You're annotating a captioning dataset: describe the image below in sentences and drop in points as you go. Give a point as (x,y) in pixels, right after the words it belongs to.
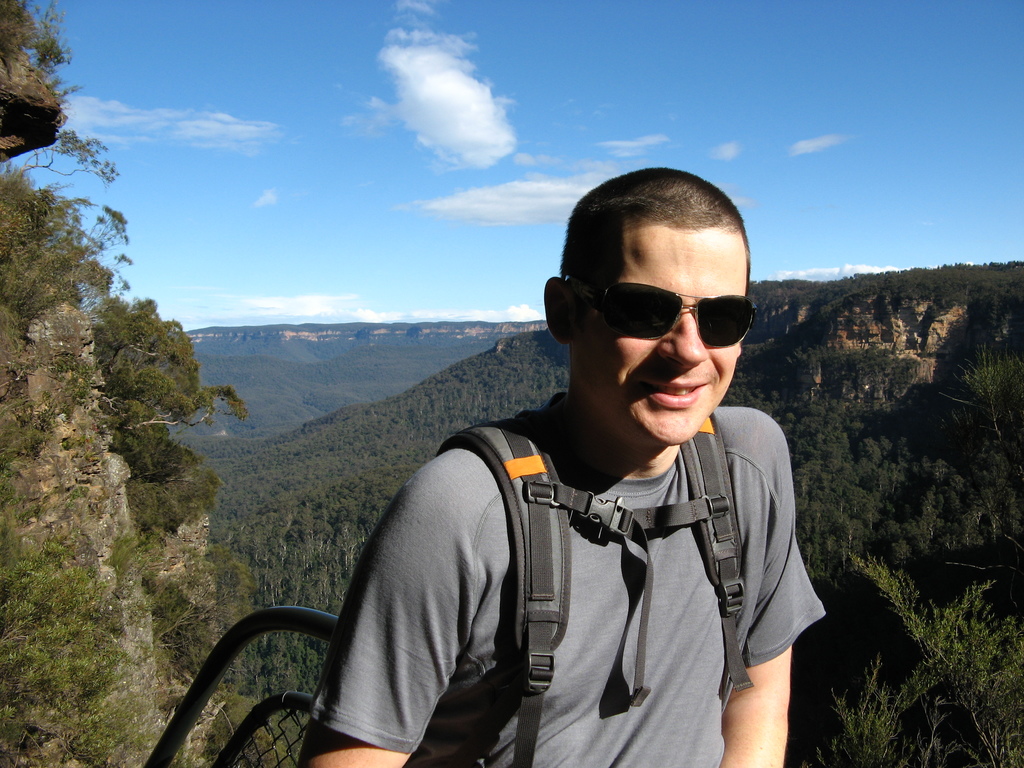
In this picture we can see a man (594,592) with the goggles (675,299) and behind the man (472,678) there is an object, trees (218,479), hills (308,352) and the sky (500,87).
